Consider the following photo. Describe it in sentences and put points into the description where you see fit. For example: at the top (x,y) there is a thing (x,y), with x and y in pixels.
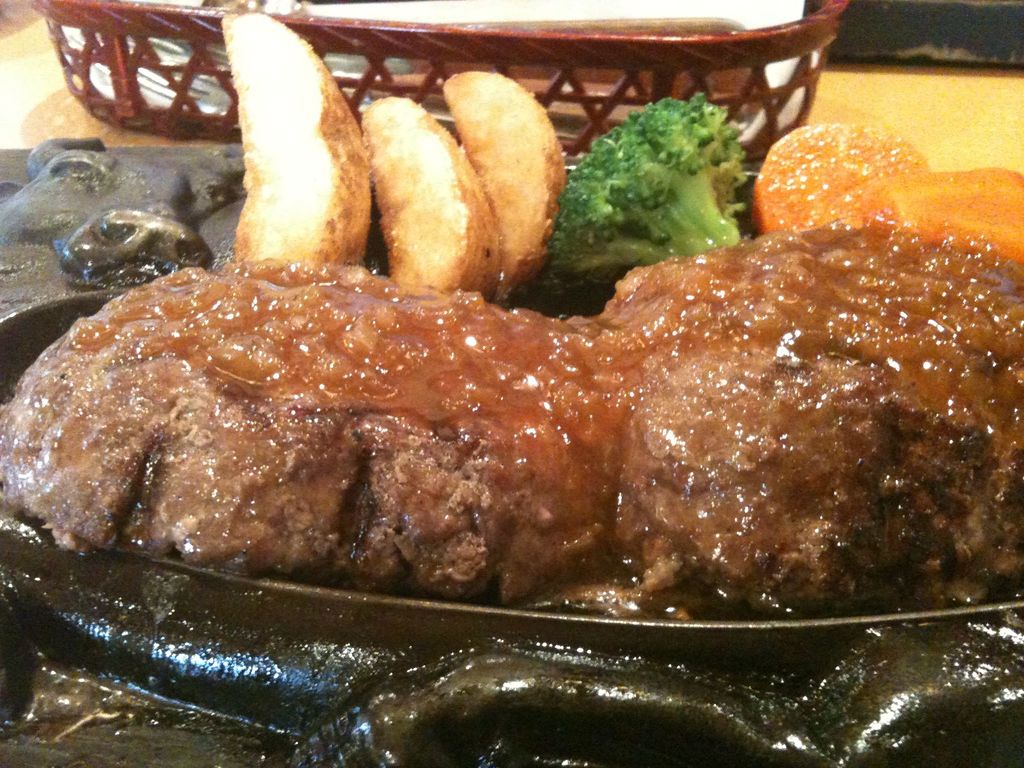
In the image there are some cooked food items (543,451) and broccoli (677,147) served in a plate (406,727).
